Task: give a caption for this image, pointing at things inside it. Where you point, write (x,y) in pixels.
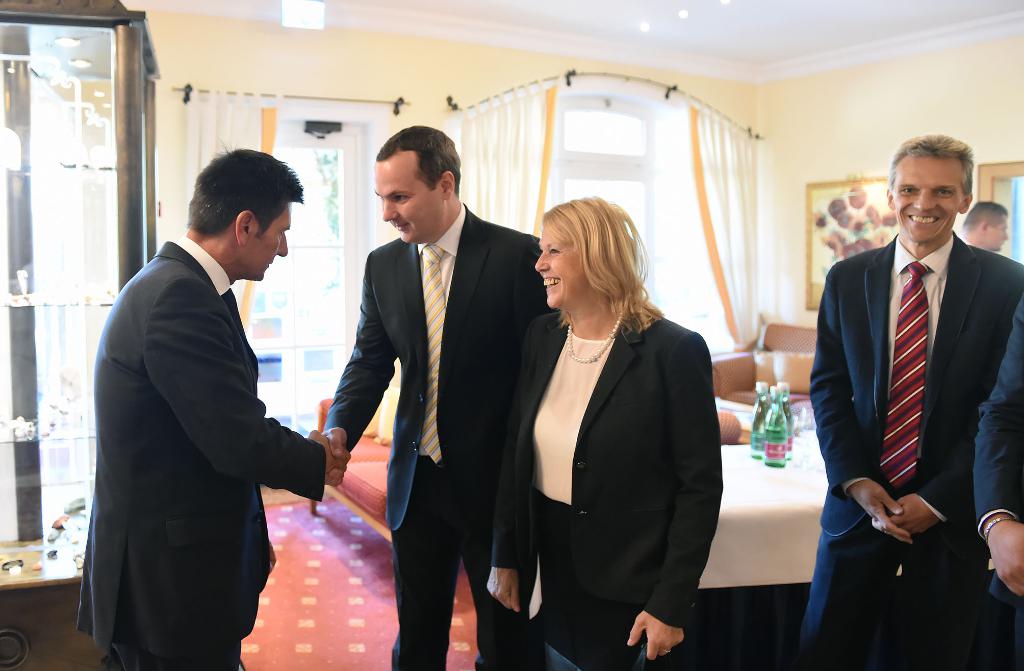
In this picture I can see few people (634,361) are standing and I can see couple of men (358,332) shaking their hands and I can see curtains (472,152) in the back (713,164) and I can see a poster (820,214) on the wall (559,69) and couple of sofas (724,357) and I can see cushions (791,368) and few bottles (768,451) on the table (748,512) and I can see few lights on the ceiling (609,33) and I can see few items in the glass box (68,101) on the left side of the picture (18,163).
